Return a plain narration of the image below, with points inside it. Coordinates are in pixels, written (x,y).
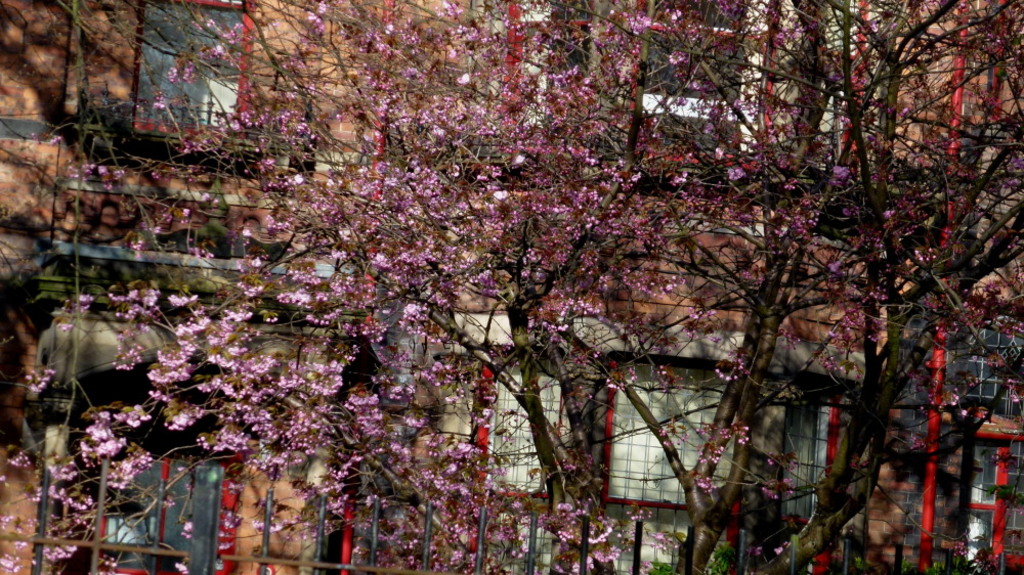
This picture is taken from the outside of the building (297,502). In this image, in the middle (458,380), we can see a tree (600,496) with flowers (309,425) which are in pink in color. In the background (278,165), we can see a building (356,375), glass window (629,529).
